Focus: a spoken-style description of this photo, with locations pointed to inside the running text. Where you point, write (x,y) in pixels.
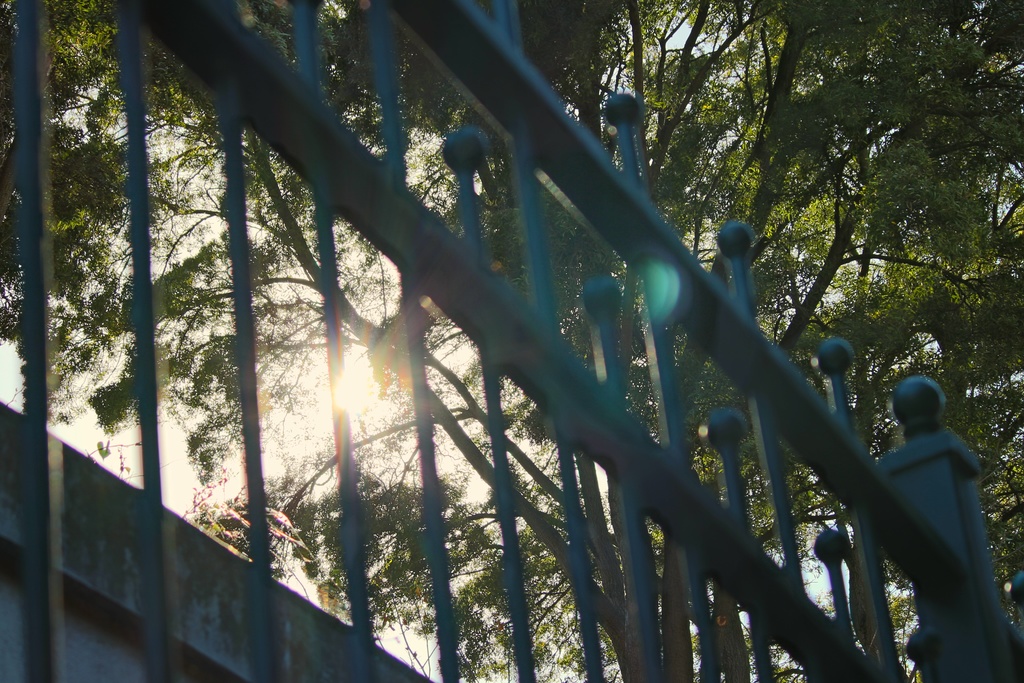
There are railings (592,459). In the background (630,279) there are trees (733,390) and sky (321,375).
